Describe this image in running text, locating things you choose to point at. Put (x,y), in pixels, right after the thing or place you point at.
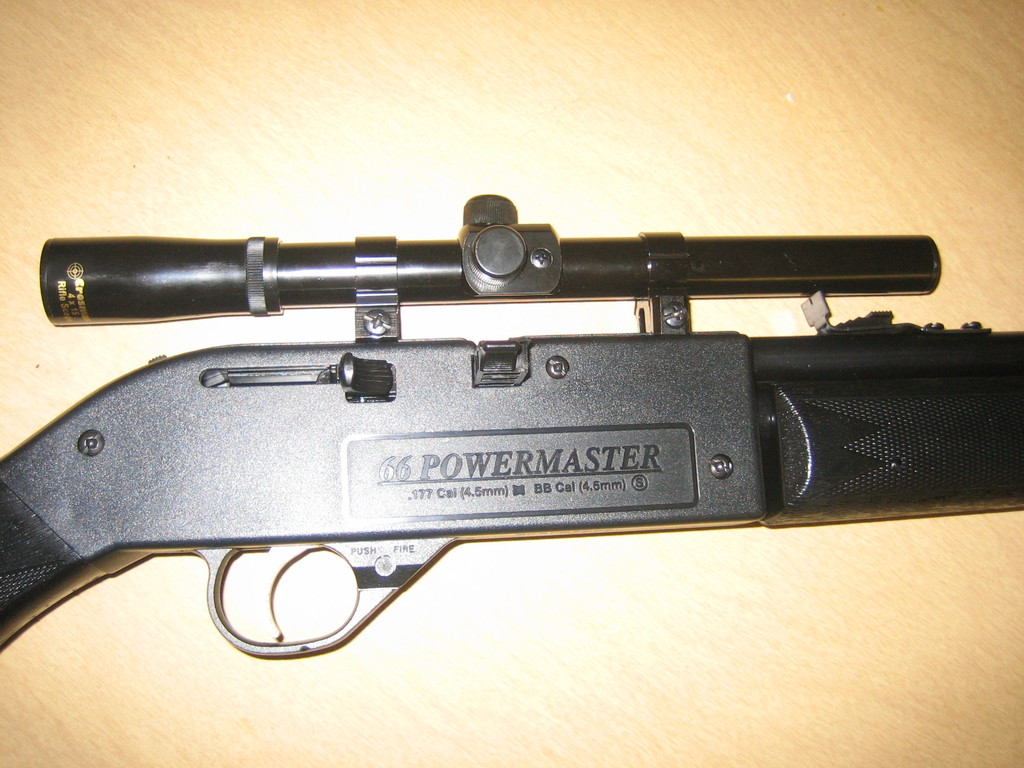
It is a gun (323,355) in black color.
